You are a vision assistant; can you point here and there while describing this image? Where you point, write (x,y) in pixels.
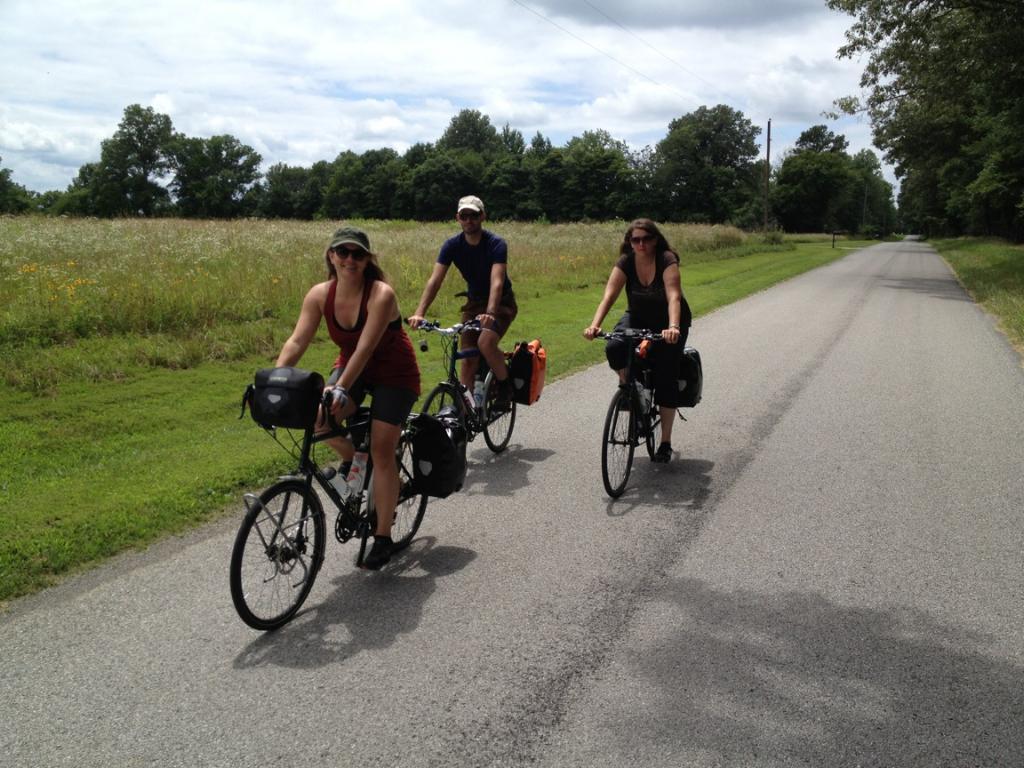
This image is clicked outside. There is Sky (395,45) on the top (321,29) and trees (687,161) in the middle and trees (908,120) are also on the top right corner (924,118). There are fields (507,229) on the left side (105,297), there are three persons (656,280) on three bicycles (298,447) on the road (583,474) in the middle (643,344). Two of them are women (616,350) and one is man (471,217).
